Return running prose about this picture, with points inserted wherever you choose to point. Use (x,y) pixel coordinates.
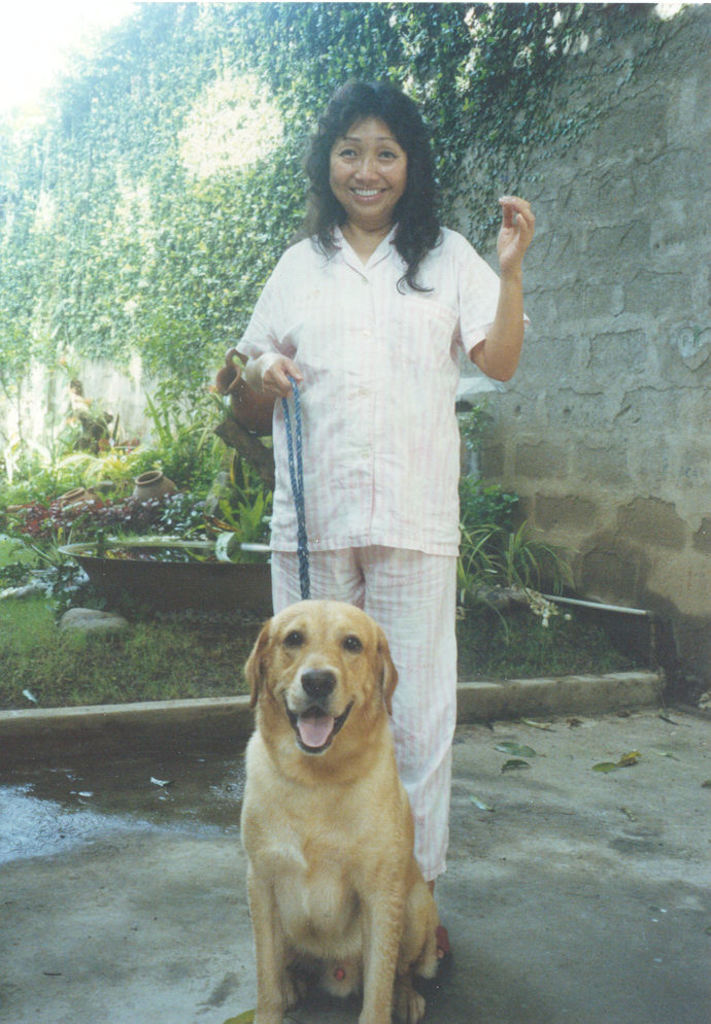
In this picture I can see a woman (371,468) standing and holding dogs chain (301,571), behind there are some trees (3,198) and plants (169,522), side there is a brick wall (639,379).
